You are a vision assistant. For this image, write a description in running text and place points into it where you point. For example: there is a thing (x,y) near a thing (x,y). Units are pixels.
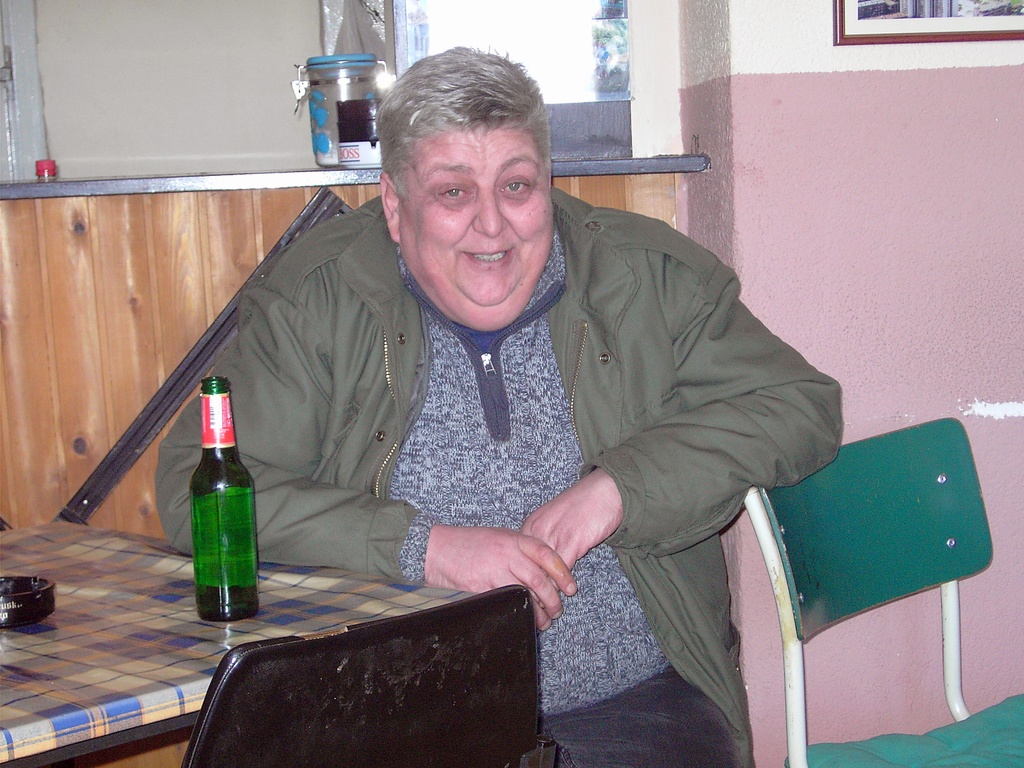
In this picture a lady (485,224) is sitting on the table (334,606) with glass bottle (226,576) in front of her. In the background (113,302) we find a table (106,288) on top of which containers (322,135) are placed. There is also an unoccupied chair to the right side of the image (889,747).
